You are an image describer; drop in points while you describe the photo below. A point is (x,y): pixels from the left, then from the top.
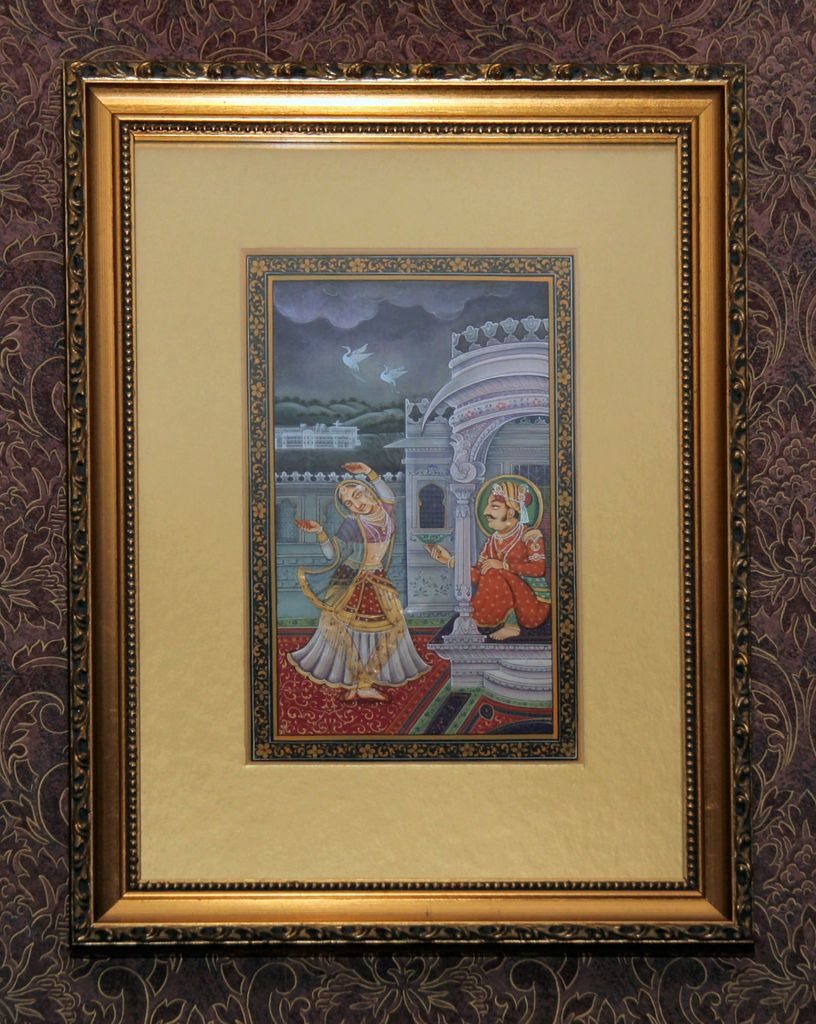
Here on the wall (705,989) there is photo frame (726,542) in it there is man (490,596) and a woman (371,625) is present.
